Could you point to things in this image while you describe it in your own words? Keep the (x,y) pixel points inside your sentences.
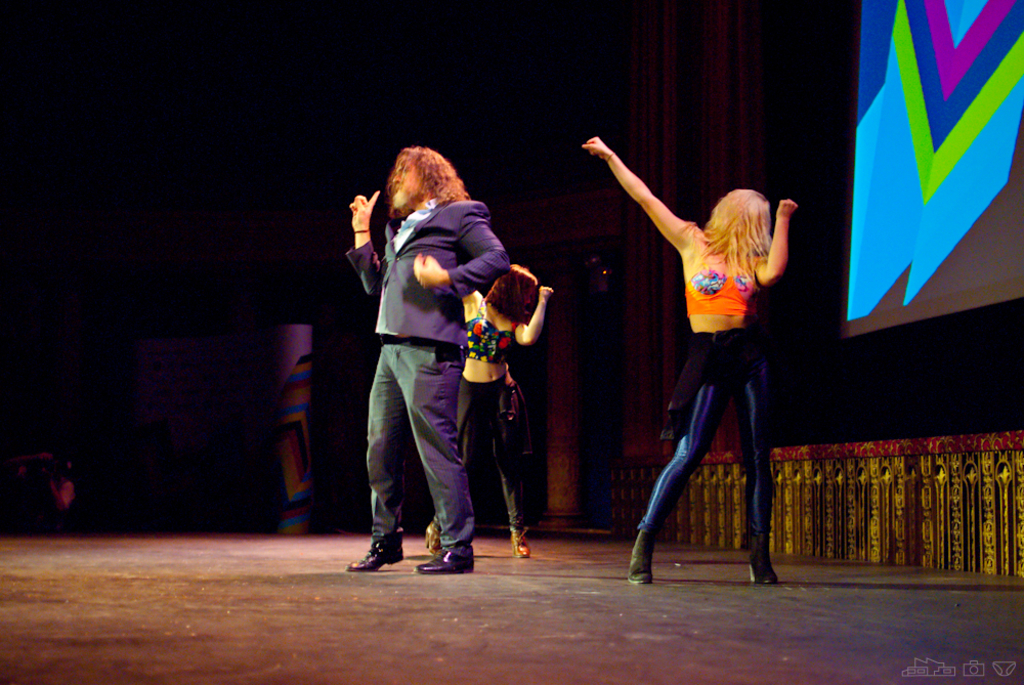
In the image we can see two women (687,394) and a man (419,352) standing, they are wearing clothes (677,403) and shoes (431,535). This is a floor (451,617) and the projected screen (930,156). The background (349,129) is blurred.
